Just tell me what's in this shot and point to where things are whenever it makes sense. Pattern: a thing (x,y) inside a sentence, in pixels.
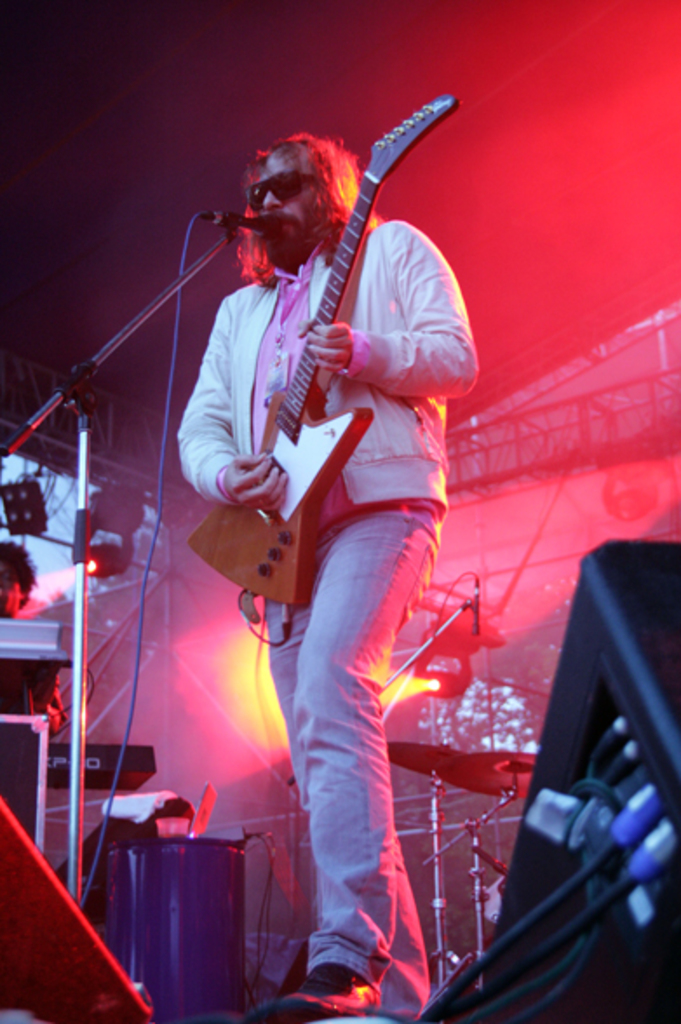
In this image I can see a person (269,320) standing in front of the mic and playing guitar (305,535).
